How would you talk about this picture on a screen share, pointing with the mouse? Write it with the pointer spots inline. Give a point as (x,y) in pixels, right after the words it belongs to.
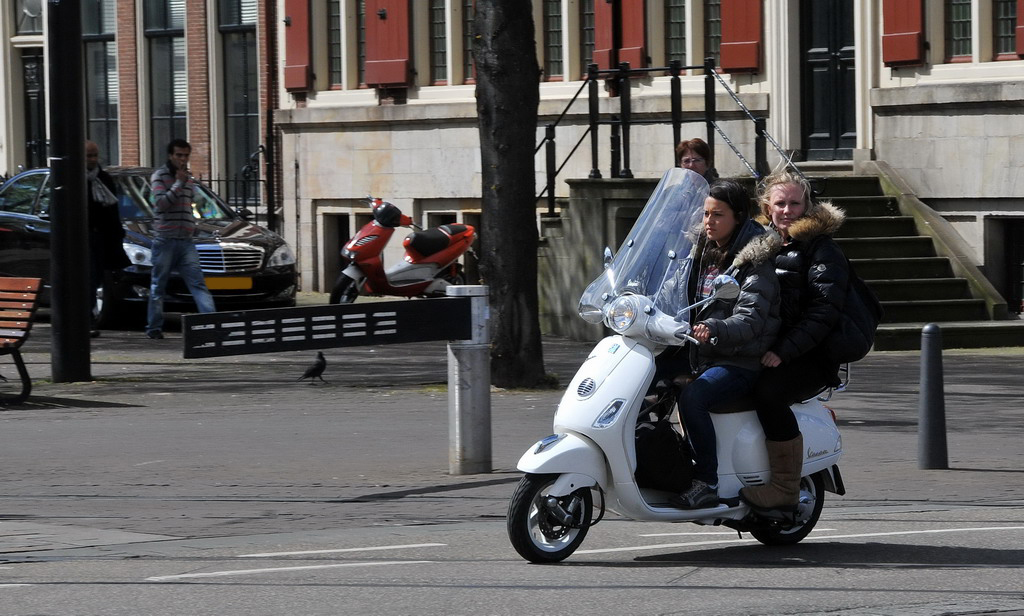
In this image, There is an outside view. There are two persons (798,243) sitting on bike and wearing clothes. There are two persons (189,211) on the left of the image (101,230) walking on the road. There is a car (141,191) behind these two persons (156,192). There is a bike (367,270) in the center of the image (423,252). There is a building (266,168) at the top of the image (208,156). There is a pole (59,131) and bench (28,284) in the top left of the image (78,136).
